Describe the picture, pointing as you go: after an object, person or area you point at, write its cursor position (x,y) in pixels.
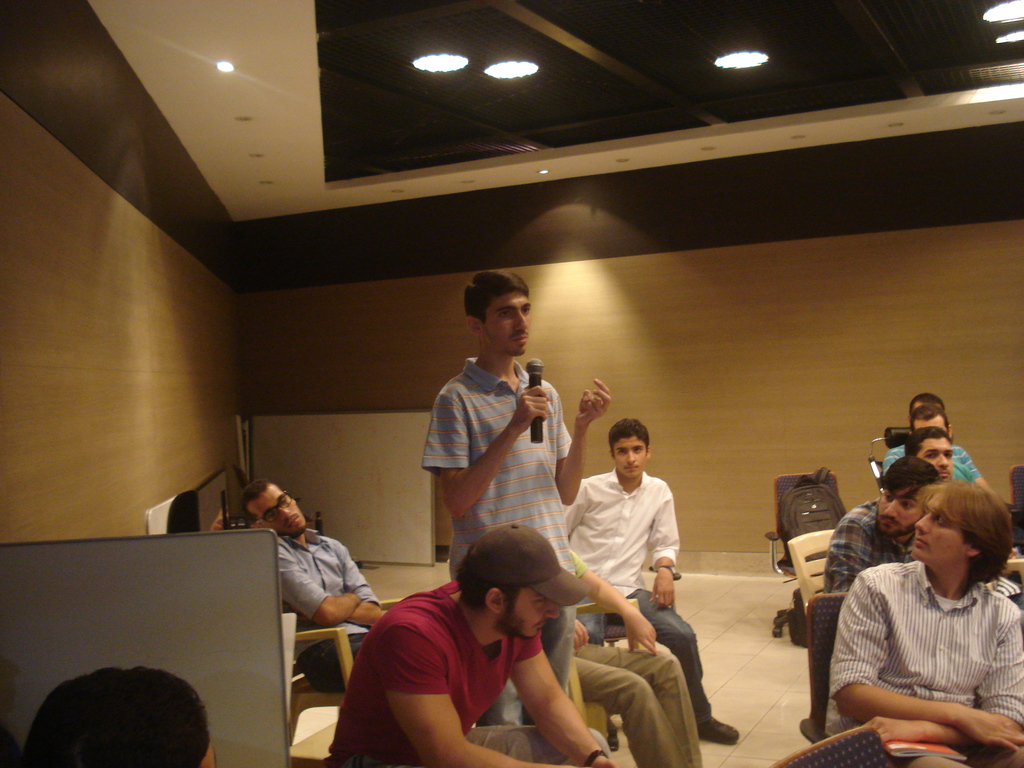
In this picture we see many young persons (900,514). Here we see a person (457,414) who is standing, he holds a microphone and he is talking about something. Remaining all are sitting on chairs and listening. It looks like an office room (418,404).
